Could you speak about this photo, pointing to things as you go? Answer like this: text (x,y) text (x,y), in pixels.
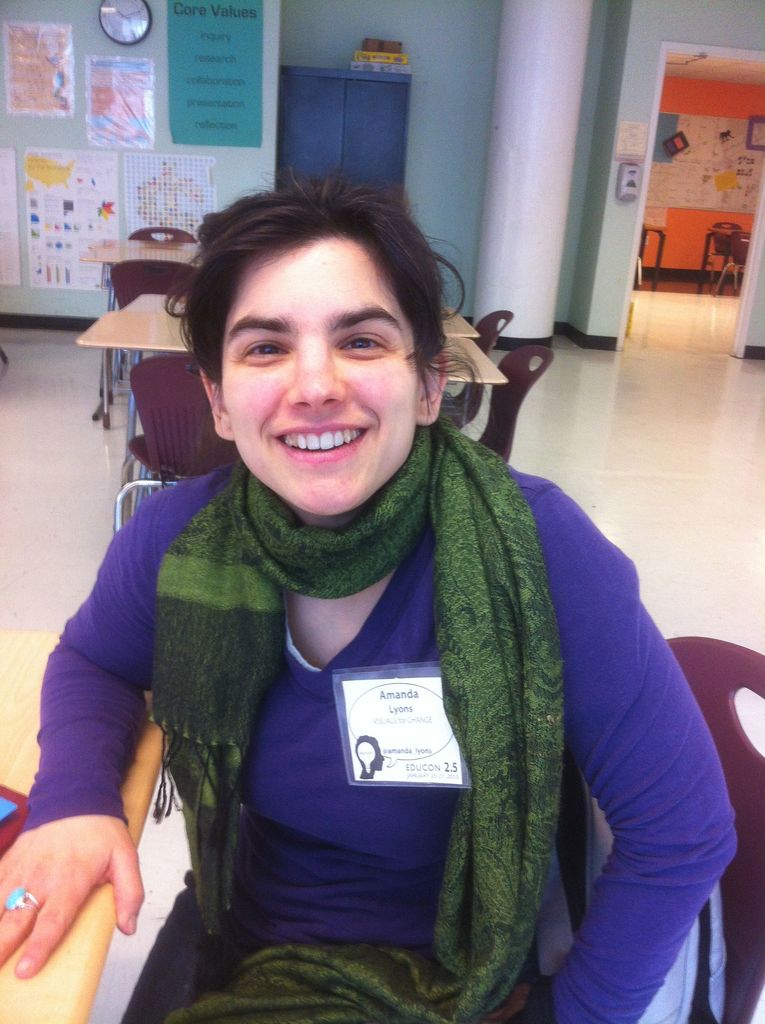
In the image we can see there is a person (311,629) who is sitting on chair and wearing an id card (372,779) and at the back (468,356) there are table (158,310) and chairs (180,450). On the wall (121,238) there are charts (64,195) and clock (114,34), there is white colour pillar (543,291) in between and the person (513,690) is wearing green colour scarf (522,737) in the neck (355,598).
